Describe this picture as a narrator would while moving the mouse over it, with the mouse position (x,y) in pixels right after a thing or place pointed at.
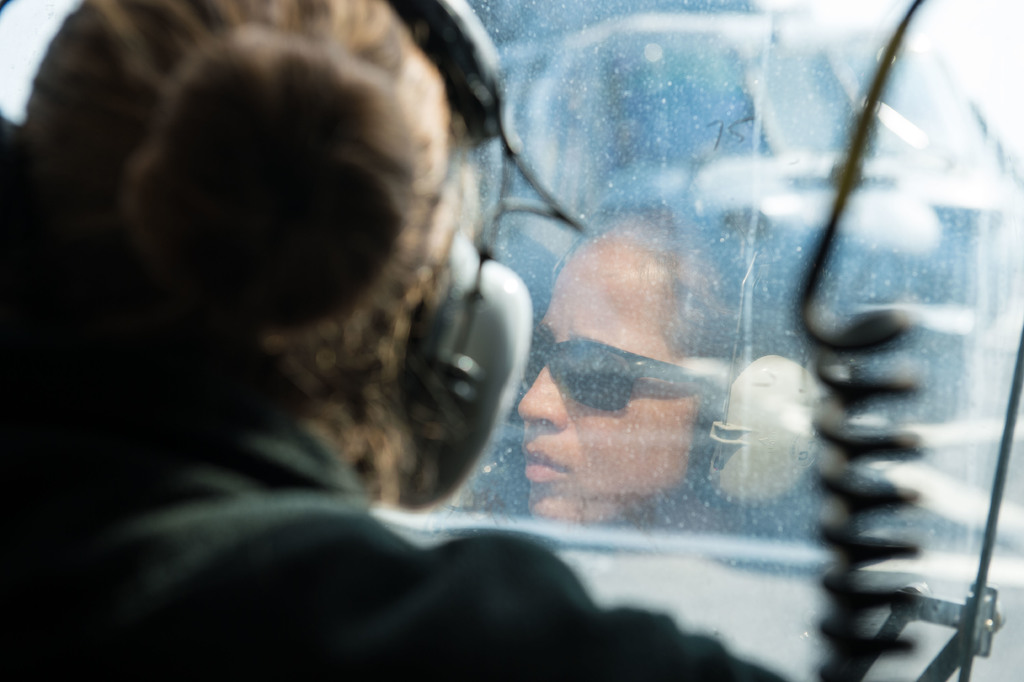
In this image, we can see a person (434,278) with headphones (460,420). We can also see some objects (963,619) on the right (850,622). We can see some glass (757,237) with the reflection (765,467) of the person (698,401).
